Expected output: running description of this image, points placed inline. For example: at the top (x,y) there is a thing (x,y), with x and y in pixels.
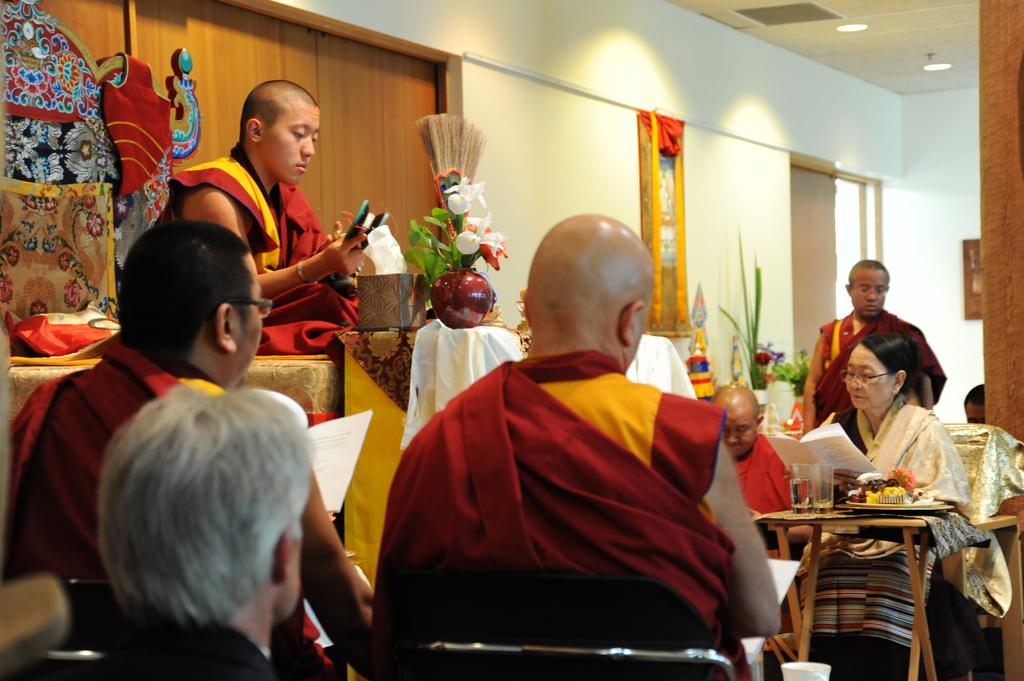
As we can see in the image there is a white color wall (548,144), door (822,194) and few people (897,586) sitting here and there on chairs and there is a table (903,524) over here. On table (881,499) there is a plate (892,505) and glasses (796,486).
